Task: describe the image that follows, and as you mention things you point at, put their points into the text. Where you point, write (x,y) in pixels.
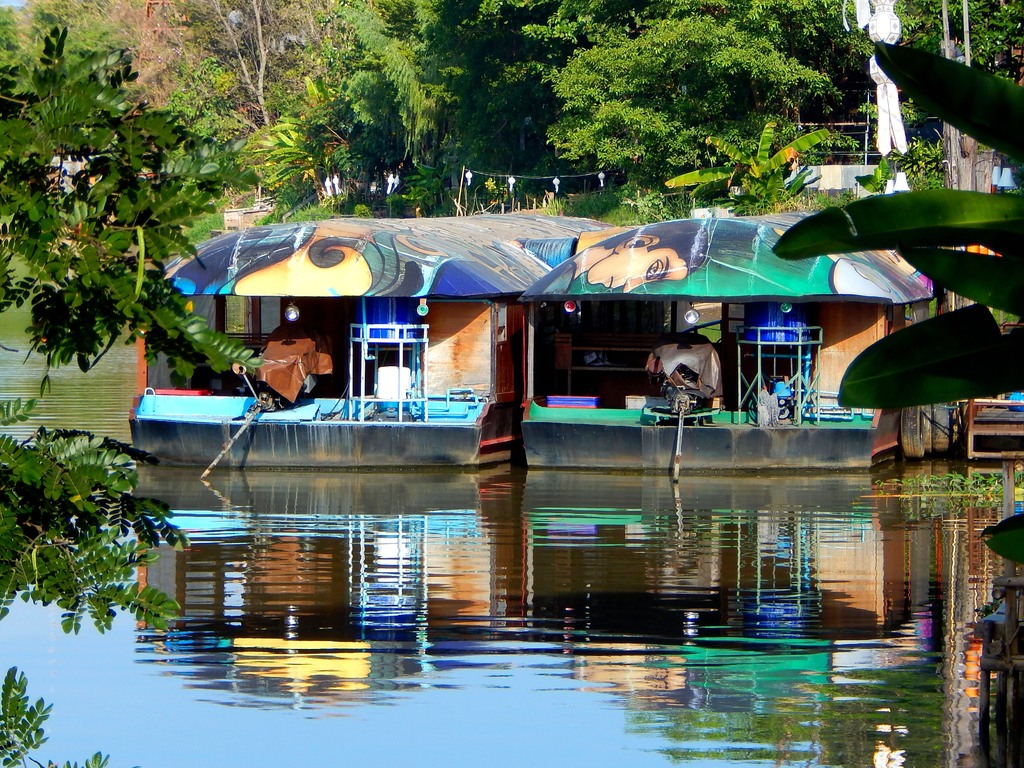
In this picture there is a water body (399,712). In the center of the picture (457,341) there are boats (304,326). In the background (539,75) there are trees (589,126) and plants (271,221). In the foreground (40,162) there are branches (961,271) of trees (23,746).
